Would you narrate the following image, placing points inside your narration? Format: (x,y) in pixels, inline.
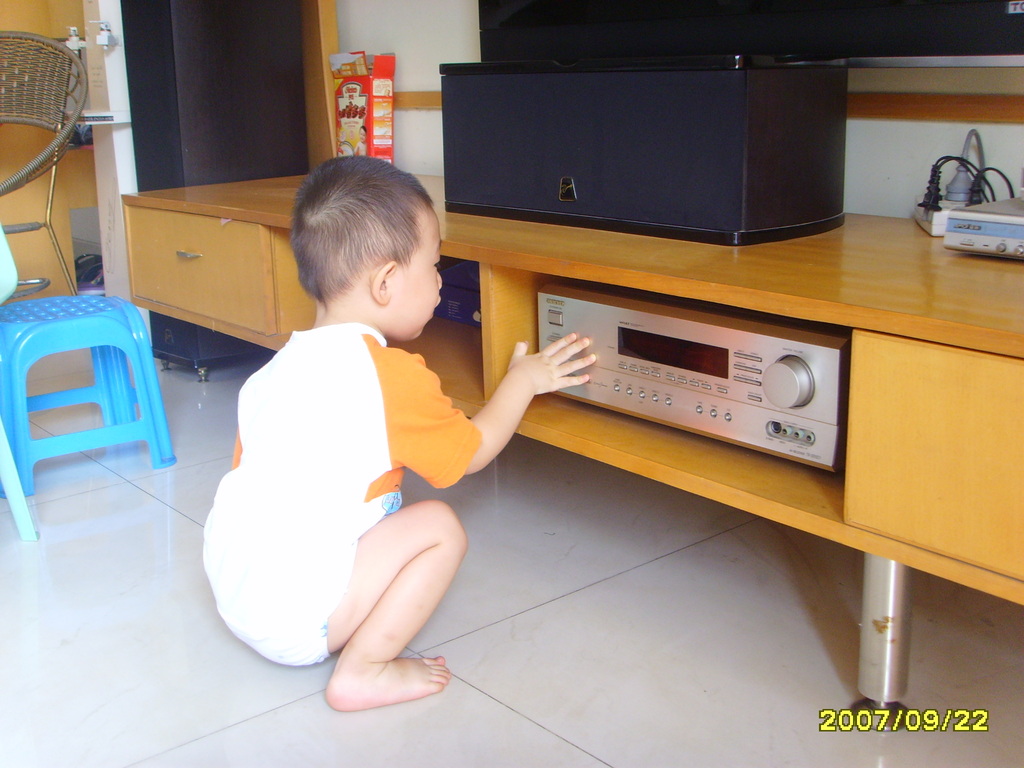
The kid (420,393) is touching a music system (635,381) which is in the table (527,349) and there is a blue stool (78,327) beside him.
